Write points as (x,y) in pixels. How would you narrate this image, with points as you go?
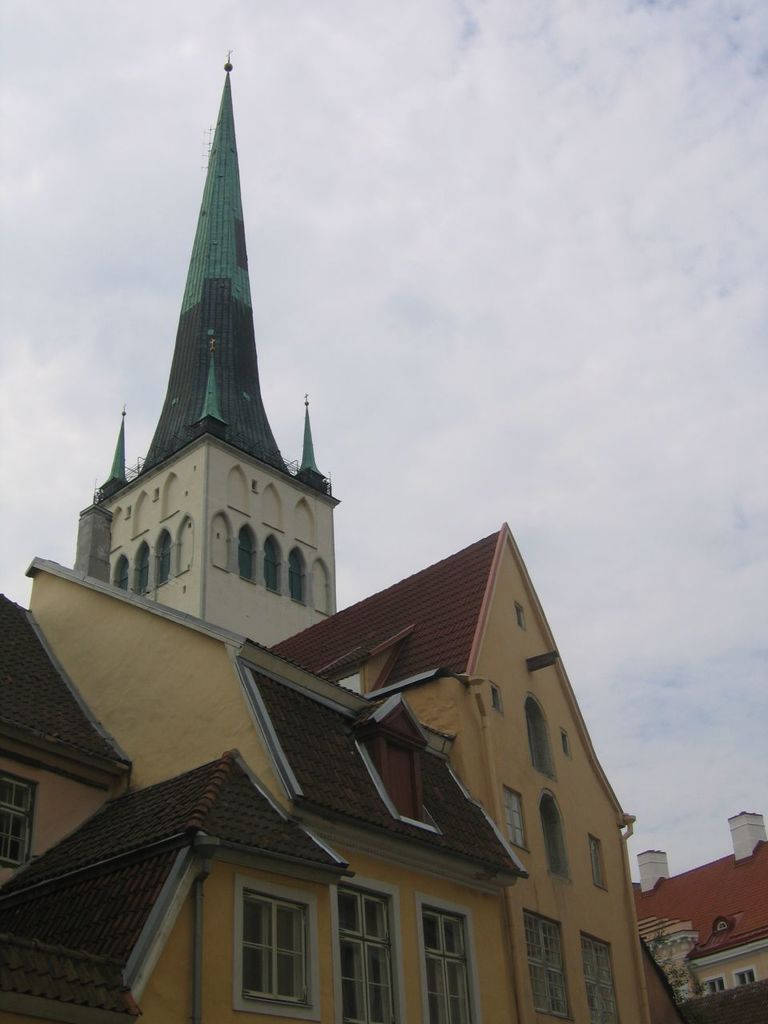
In this image we can see the buildings (511,879). At the top (368,296) we can see the sky (359,286).
